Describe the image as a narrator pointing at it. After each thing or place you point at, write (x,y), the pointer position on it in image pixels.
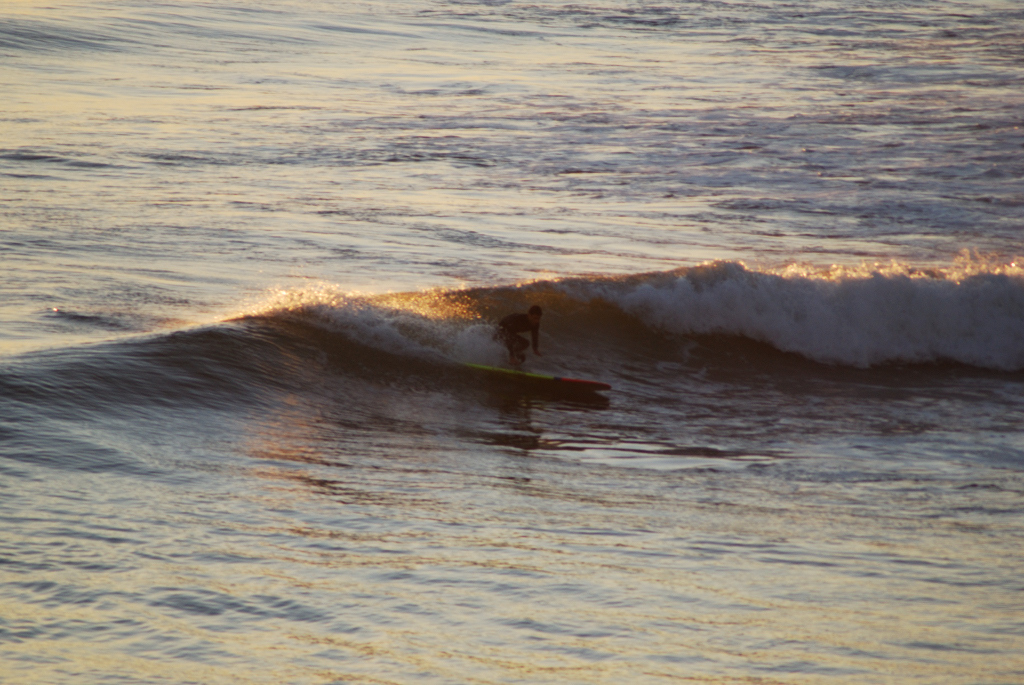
This is the picture of a sea (616,433). In this image there is a person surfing with the surfboard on the water (658,464).
